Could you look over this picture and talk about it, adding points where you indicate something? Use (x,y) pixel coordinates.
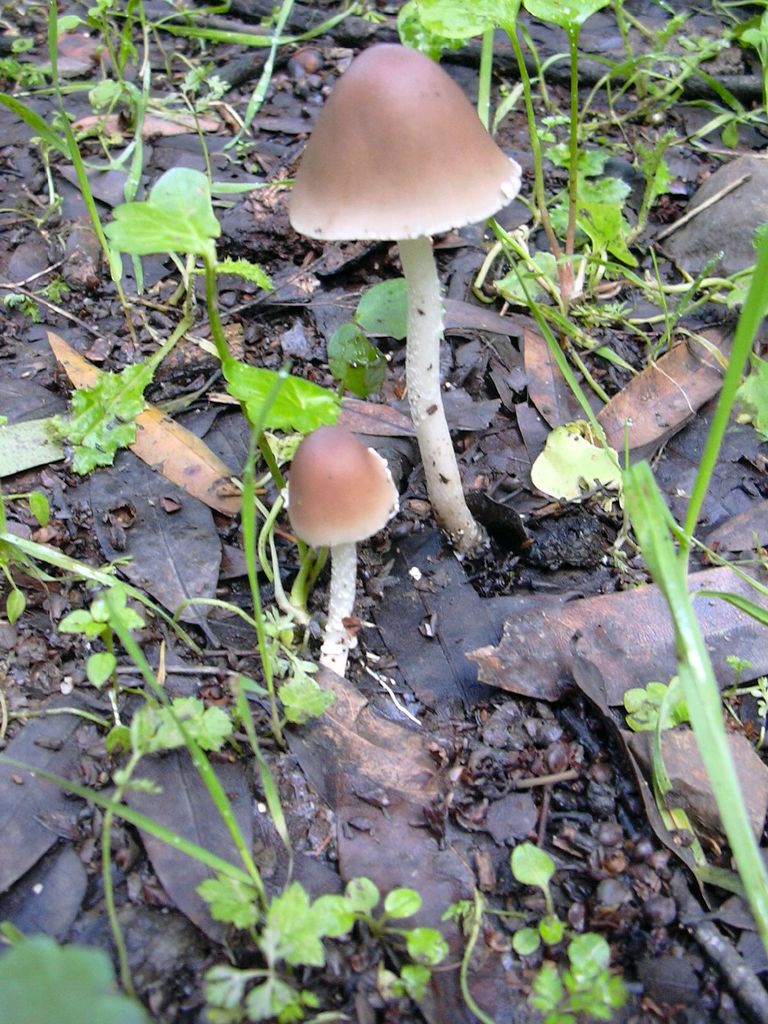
In this image we can see two mushrooms (353,501), leaves (397,617), plants (714,451), sticks (572,775) on the ground (343,320).
